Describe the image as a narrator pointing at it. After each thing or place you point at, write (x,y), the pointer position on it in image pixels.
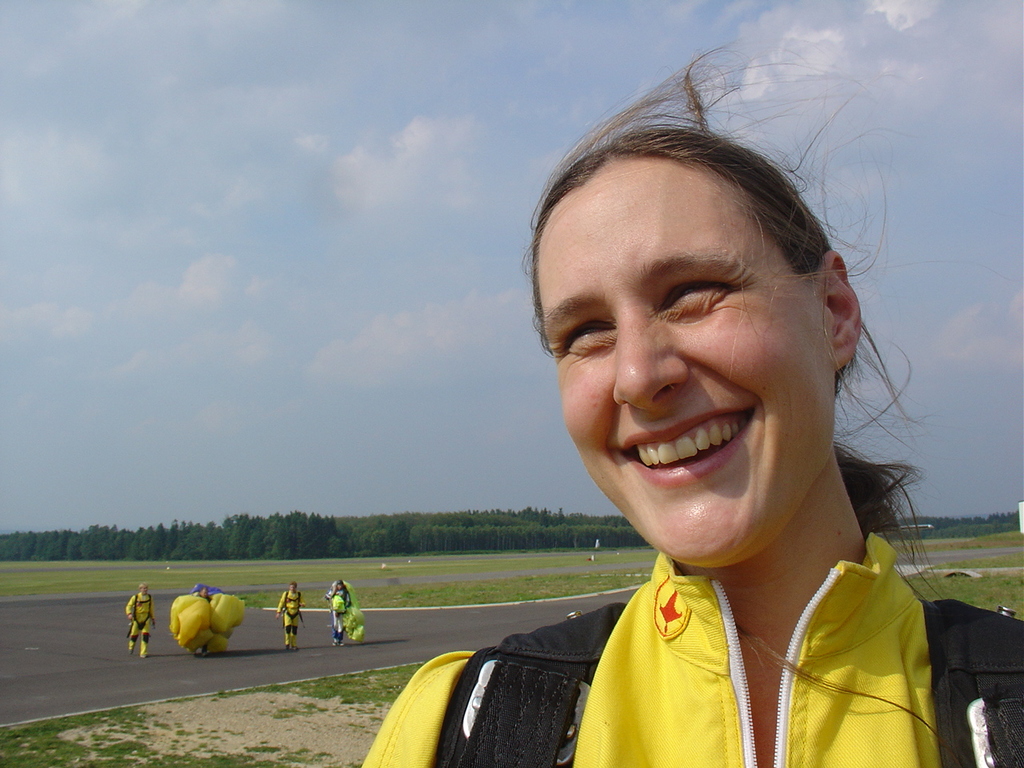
In this image, we can see persons (602,689) wearing clothes (644,651). There are some trees (574,522) in the middle of the image (411,511). There is a sky (522,110) at the top of the image (527,99).
